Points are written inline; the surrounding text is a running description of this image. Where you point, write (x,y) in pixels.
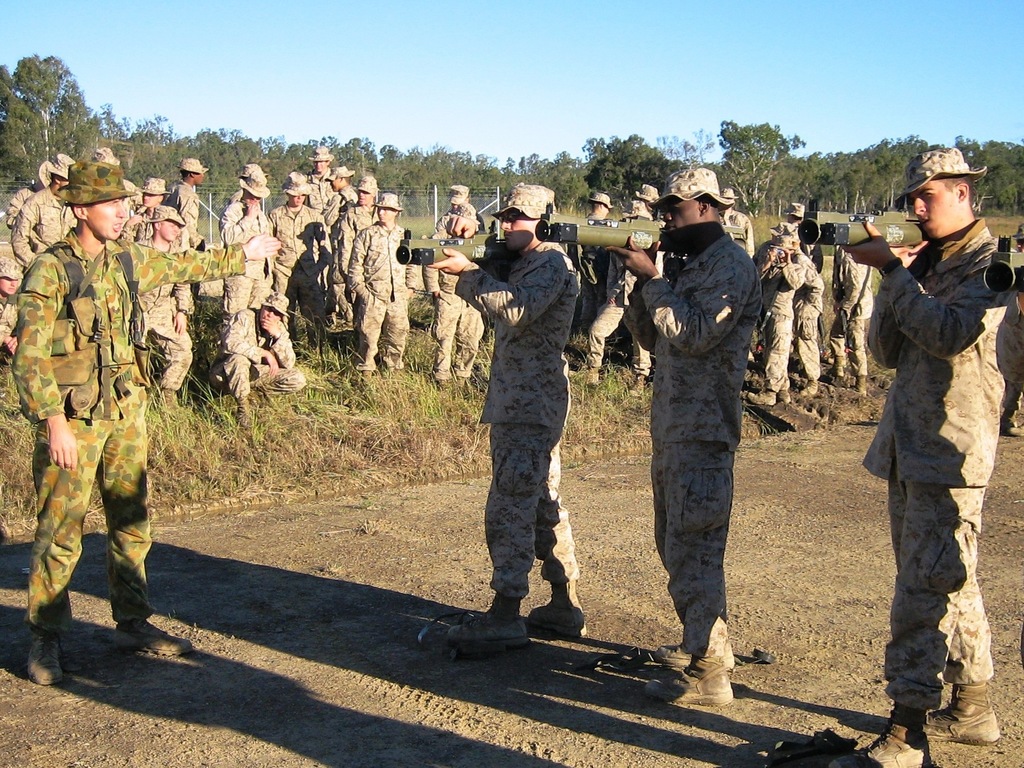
In this image there are three military persons (673,456) standing on the ground (618,592) by holding the gun (584,226). In the background (299,247) there are few other military men (340,282) standing on the ground (436,405). At the top (441,45) there is sky (424,58). In the background (168,145) there are trees (673,149). On the right side (760,140) there are trees (1002,193) in the background (995,171). On the left side (132,278) there is a person (99,363) standing on the ground (99,562) by showing the direction with his hand (261,254).
